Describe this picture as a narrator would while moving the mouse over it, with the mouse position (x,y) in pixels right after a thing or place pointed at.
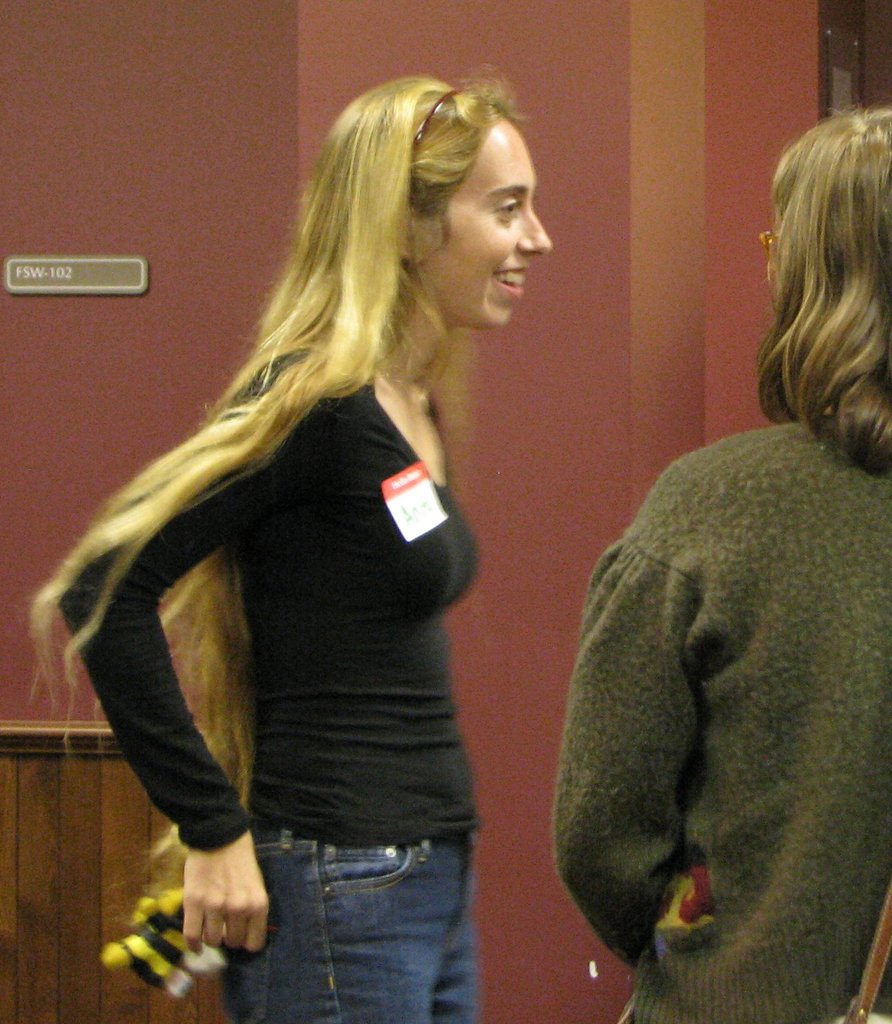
This is the woman (360,392) standing and smiling. She wore a T-shirt (380,832), trouser (374,879) and holding an object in her hand (245,924). This looks like a board (90,282), which is attached to the wall (168,219). I think this is a pillar (587,53). Here is another woman (799,553) standing.
